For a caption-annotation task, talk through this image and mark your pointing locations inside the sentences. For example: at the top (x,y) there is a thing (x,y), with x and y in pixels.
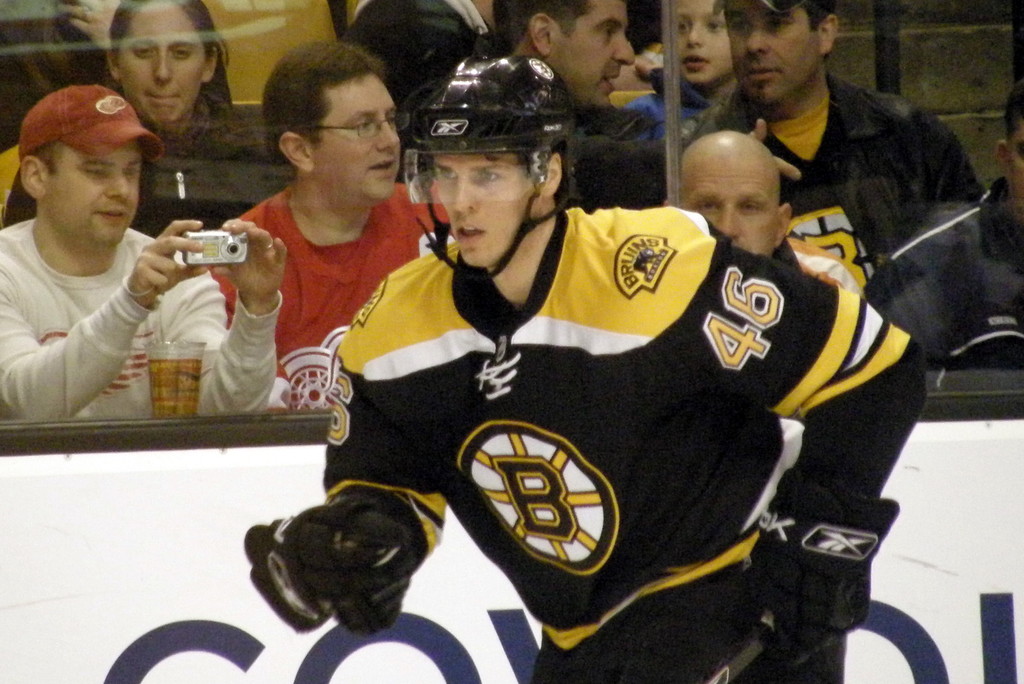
In this image there is a person (684,611) and he is wearing helmet (484,104) in the foreground (495,266). There is a fencing (1005,384) with some text (1008,624) and glass (138,2) through which we can see people (279,169) in the background (938,331).
